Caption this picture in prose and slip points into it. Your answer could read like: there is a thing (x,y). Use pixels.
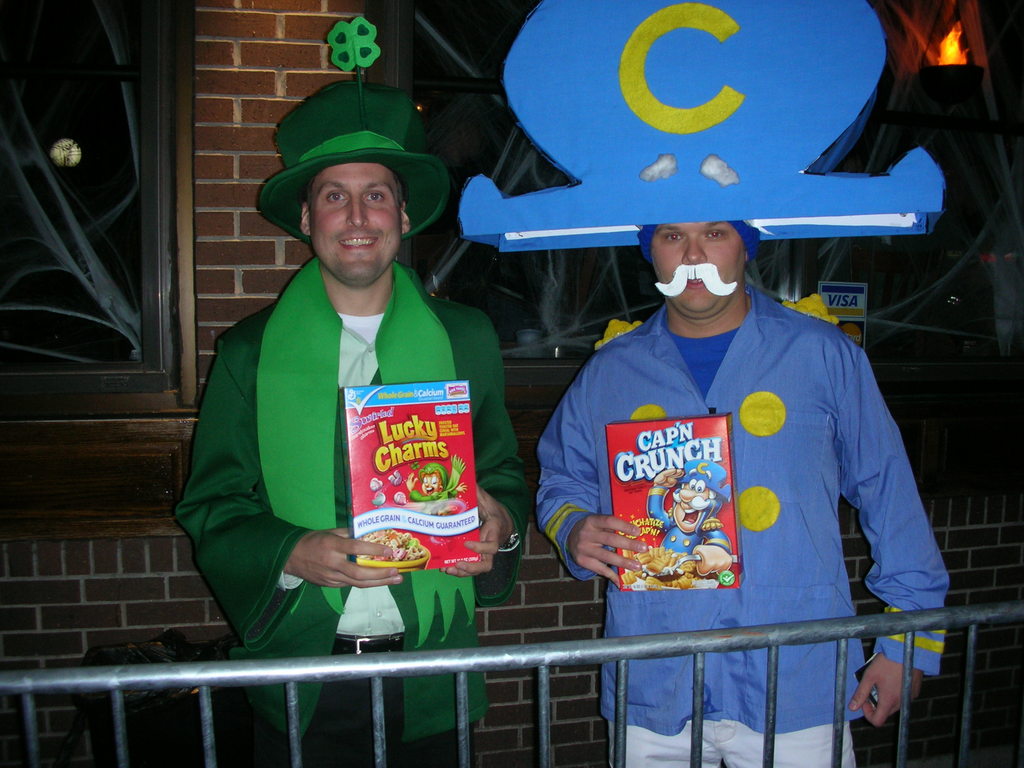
At the bottom of the image (319,674) there is railing (84,678). Behind the railing (337,671) there are two persons (349,680) with costumes (361,323). And they are holding boxes (361,484) in their hands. Behind them there is a brick wall (212,301) with windows (884,110).
